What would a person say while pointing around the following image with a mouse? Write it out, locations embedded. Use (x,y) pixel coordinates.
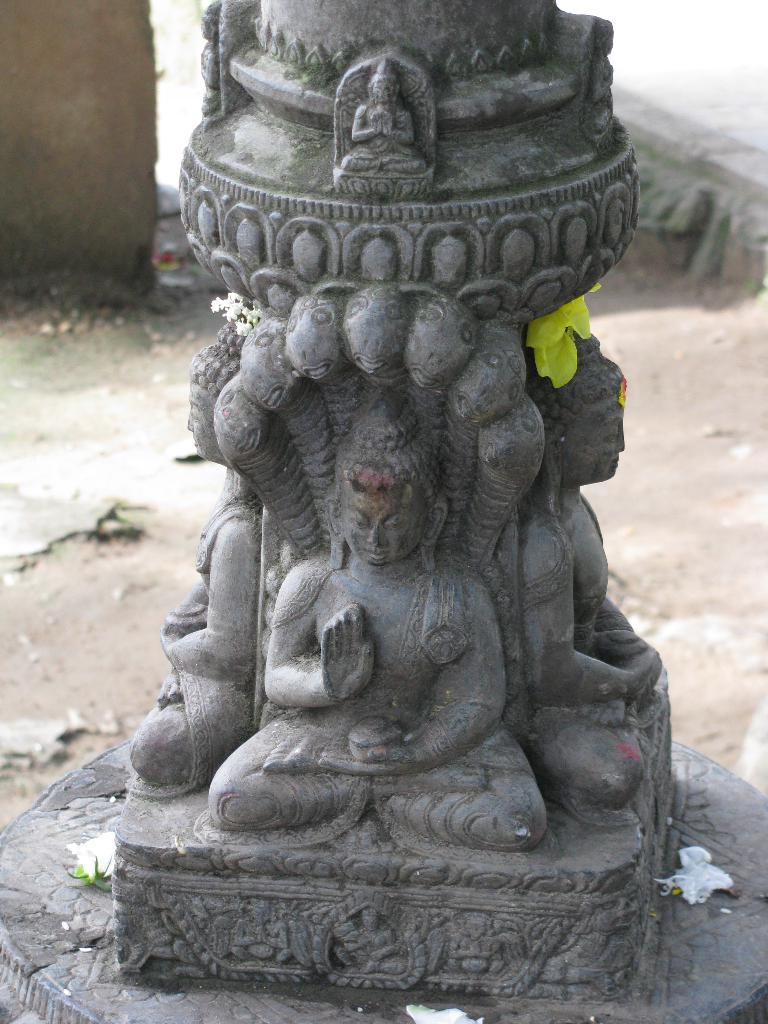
In this image I can see pillar (274,56) and god statues (339,664) on it. It is in grey color. We can see yellow and white color flower (565,314).
